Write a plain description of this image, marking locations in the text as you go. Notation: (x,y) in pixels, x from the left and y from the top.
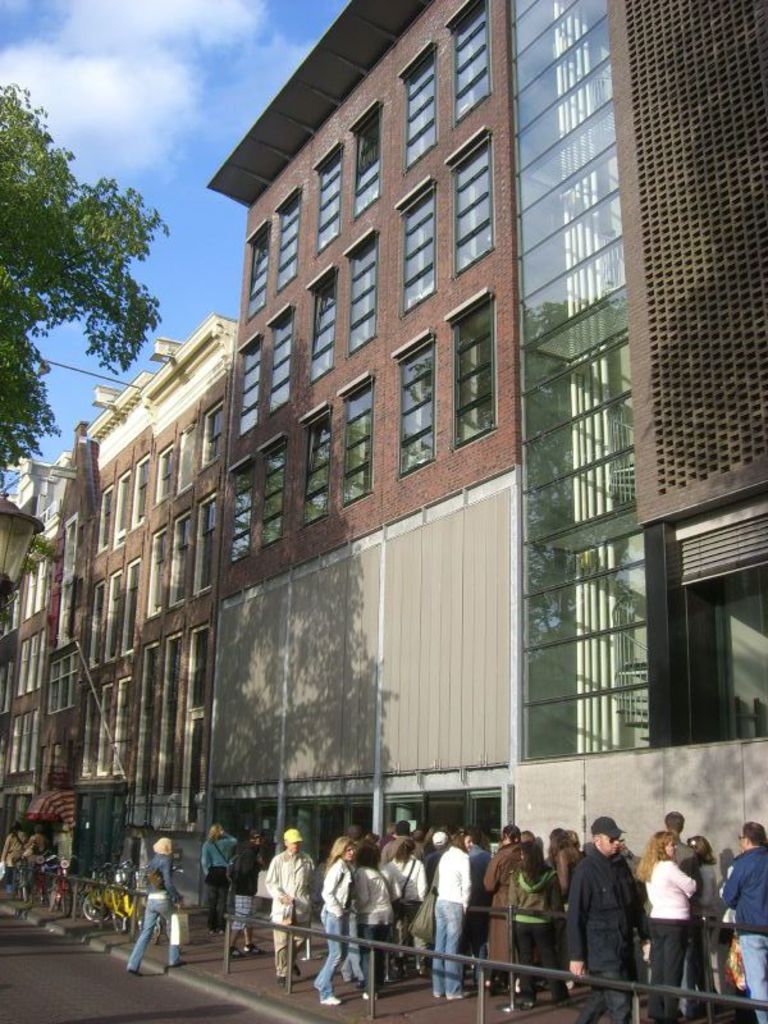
In the picture I can see fence (441,952), a tree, people (359,930) standing on the ground (316,963), bicycles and some other things (252,673). In the background (193,244) I can see the sky (192,285).
